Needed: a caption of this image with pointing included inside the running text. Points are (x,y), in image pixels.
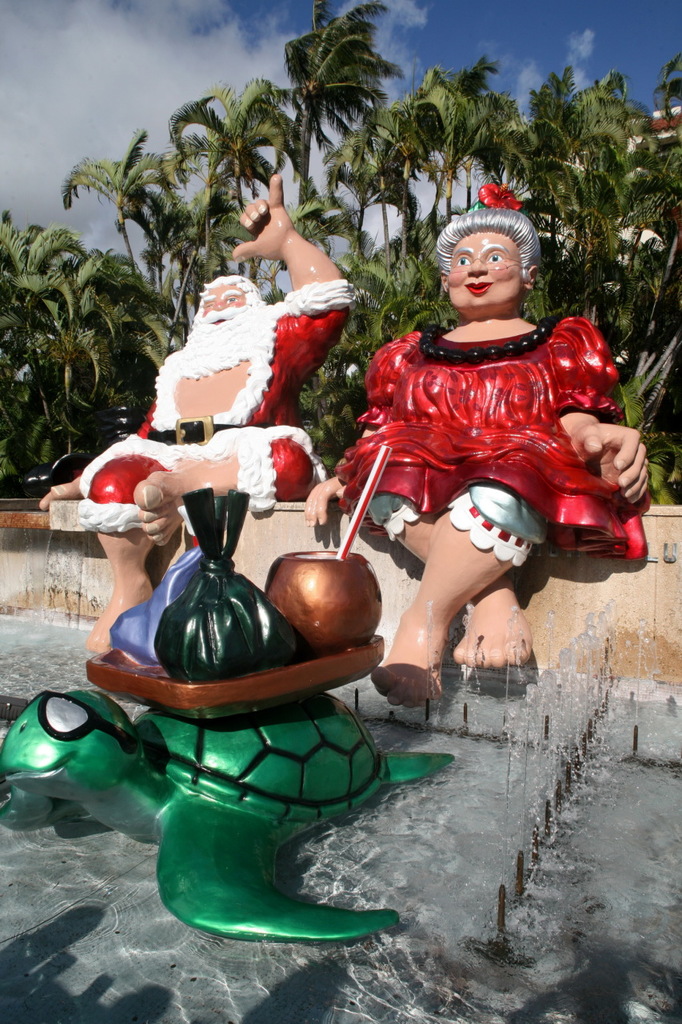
In the foreground of the picture (5,868) there is a fountain (45,831). In the fountain (346,831) there is a statue of tortoise (261,719) and other objects (205,571). In the center of the picture (434,374) there are sculptures of Santa Claus and a woman (201,400). In the background (491,158) there are trees (578,151) and a building (668,129).
